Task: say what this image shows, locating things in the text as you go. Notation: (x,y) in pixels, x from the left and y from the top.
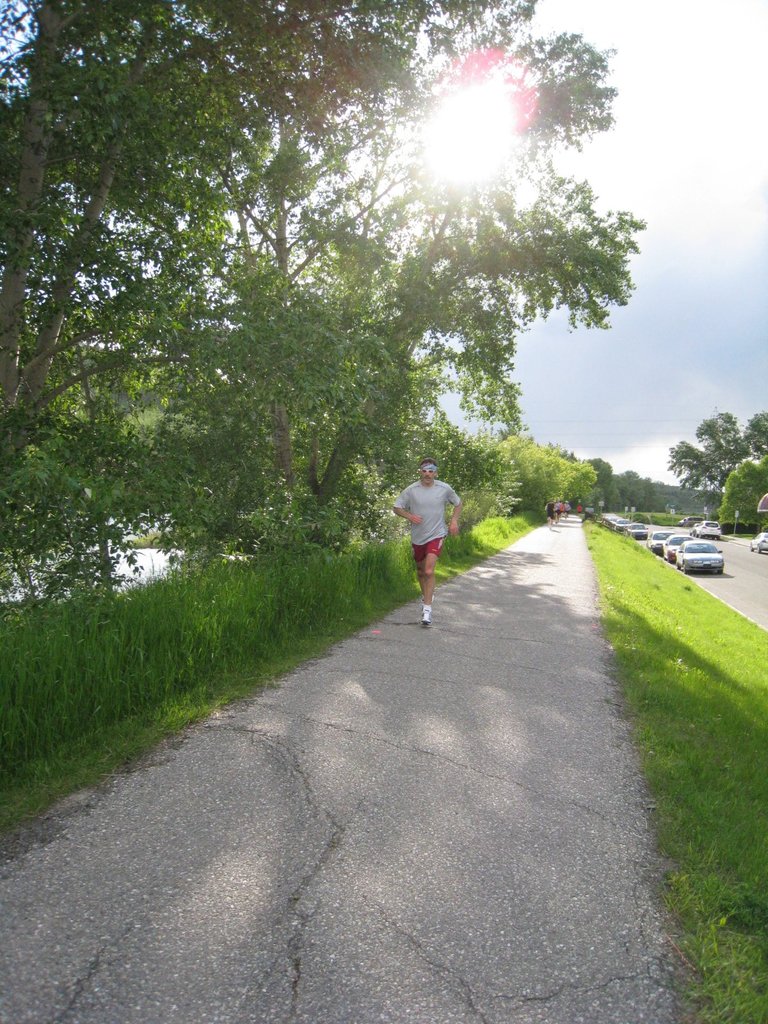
In the foreground of this image (471,633), there is a man (434,519) running on the road (415,704). On either side there is grass (692,638). On the left (184,335), there are trees (228,359). On the right (684,520), there are vehicles (704,566) parked on the road (739,547). At the top (506,97), there is sun (468,84) and the sky (663,138).
